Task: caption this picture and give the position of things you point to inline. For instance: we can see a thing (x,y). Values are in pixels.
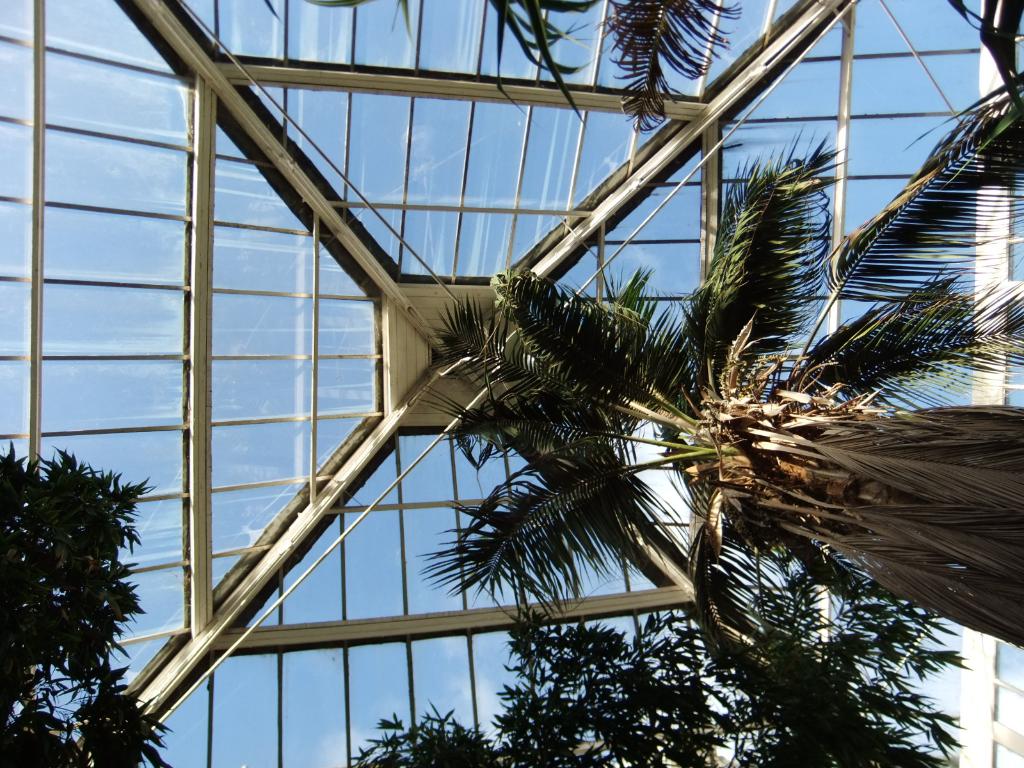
In this image we can see trees (539,317) and we can see roof top (471,262) with metal grills (345,256) and glass (235,243). We can see clear sky (244,238).
